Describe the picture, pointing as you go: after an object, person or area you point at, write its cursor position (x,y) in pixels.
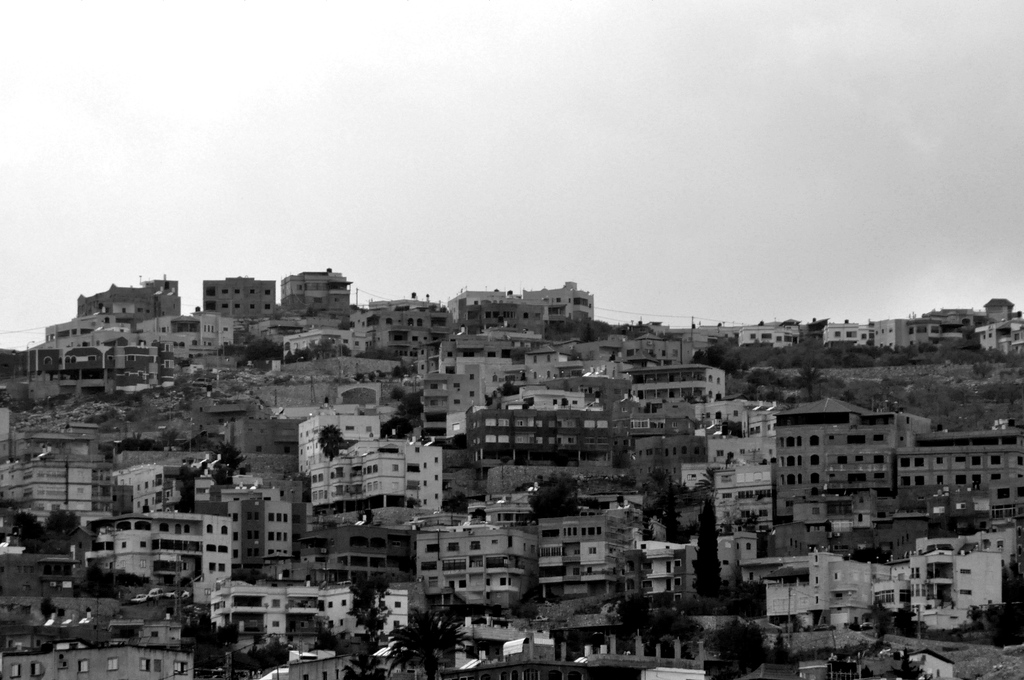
It looks like a black and white picture. We can see there are buildings (791,470), trees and the sky (557,109).
